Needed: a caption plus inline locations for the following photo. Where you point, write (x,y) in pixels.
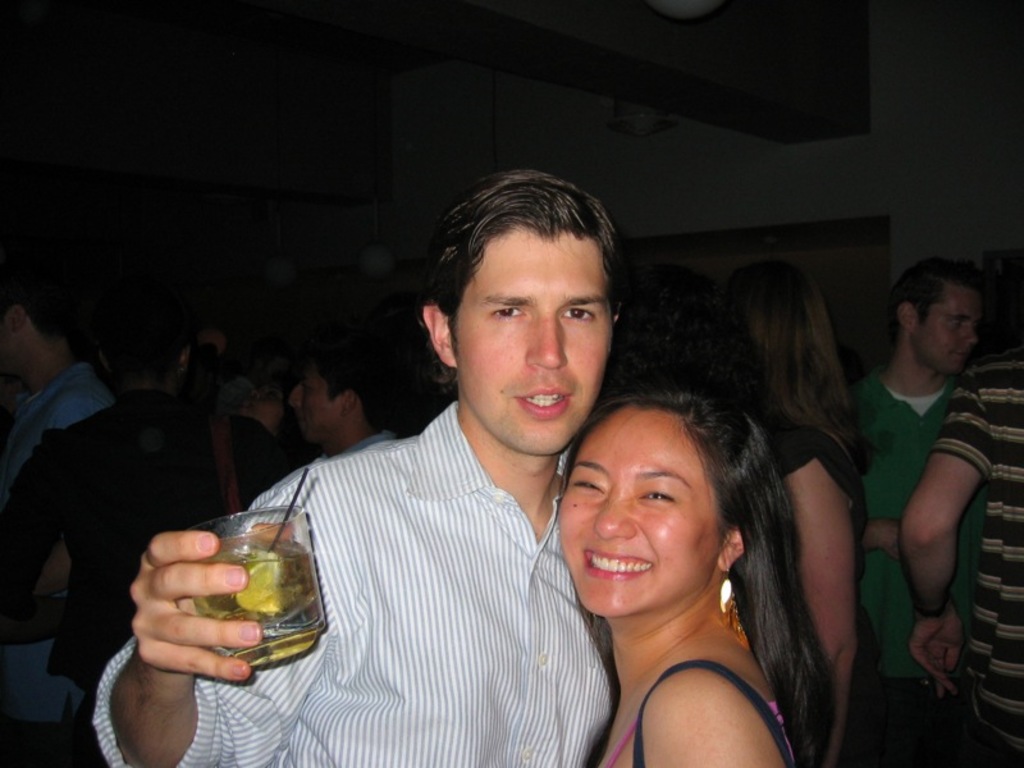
2 people (472,553) are present. The person (163,555) at the left (227,613) is holding a glass (227,616) of drink (244,616). There are other people (212,393) at the back (2,464).
